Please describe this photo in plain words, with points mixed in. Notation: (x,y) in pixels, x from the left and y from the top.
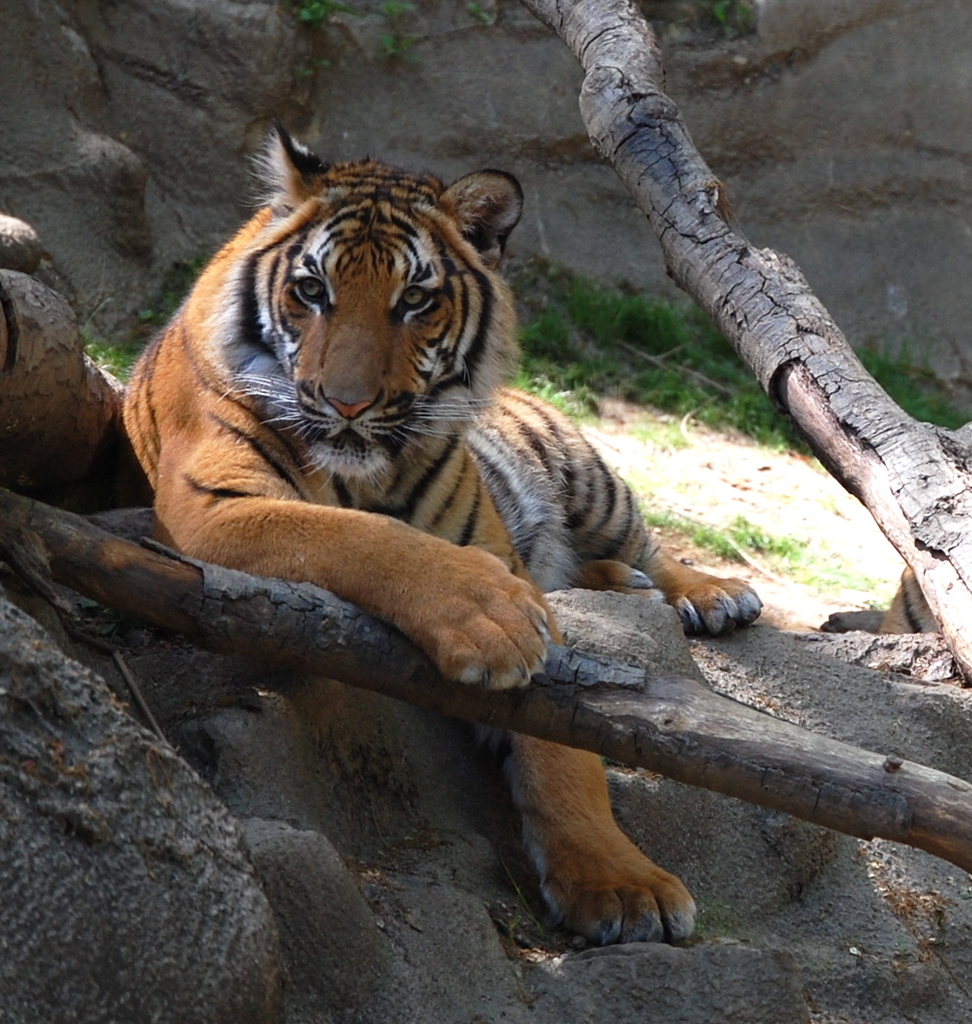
This picture contains a tiger (468,440) and it is looking at the camera. At the bottom of the picture (430,819), we see the rocks (570,973) and a wooden stick (343,671). On the right side (942,605), we see a wooden stick (615,63). In the background (316,152), we see the grass (573,330) and a rock (19,105). This picture might be clicked in a zoo.
